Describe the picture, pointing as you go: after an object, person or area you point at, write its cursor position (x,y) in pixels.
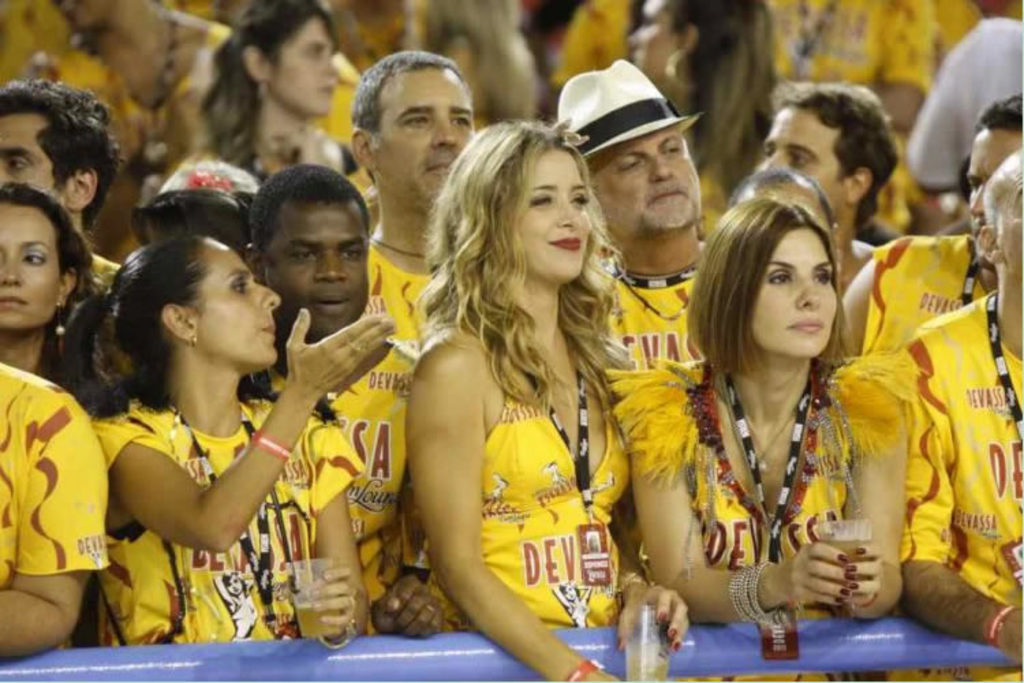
In this image there are people (986,293) standing few are holding glasses (865,522) in their hands (646,602).
